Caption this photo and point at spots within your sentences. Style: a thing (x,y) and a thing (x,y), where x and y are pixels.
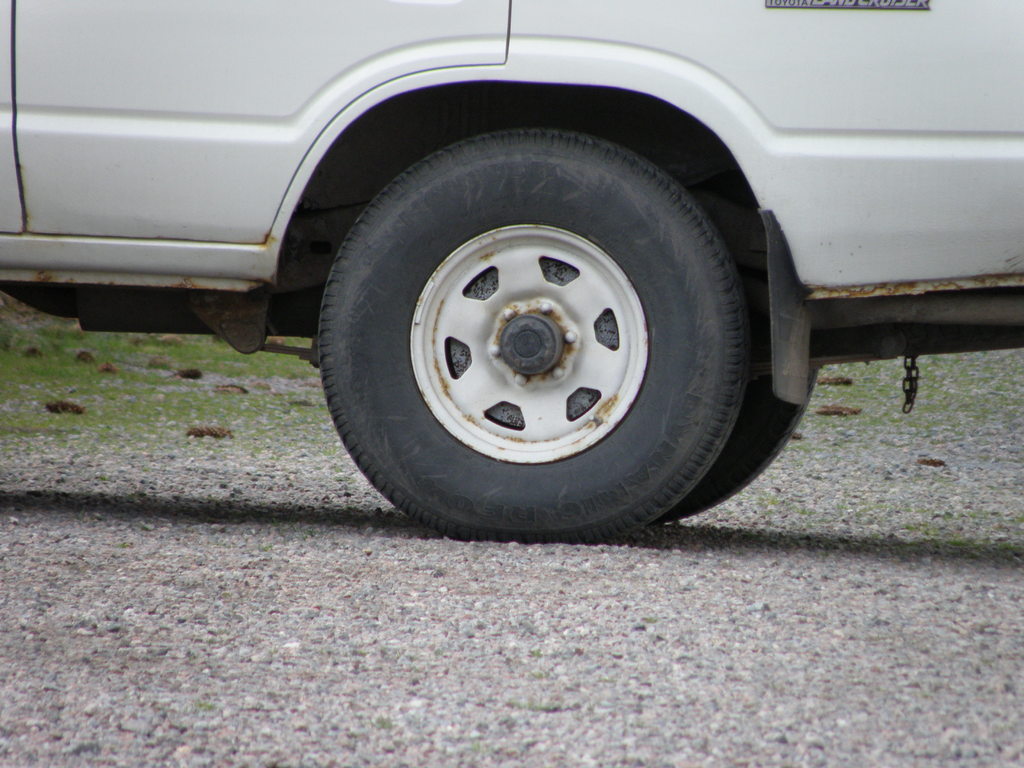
In this image there is a vehicle (342,164) having tires (690,422). The vehicle (667,395) is on the land (579,588) having rocks (182,508) and grass (85,393).
